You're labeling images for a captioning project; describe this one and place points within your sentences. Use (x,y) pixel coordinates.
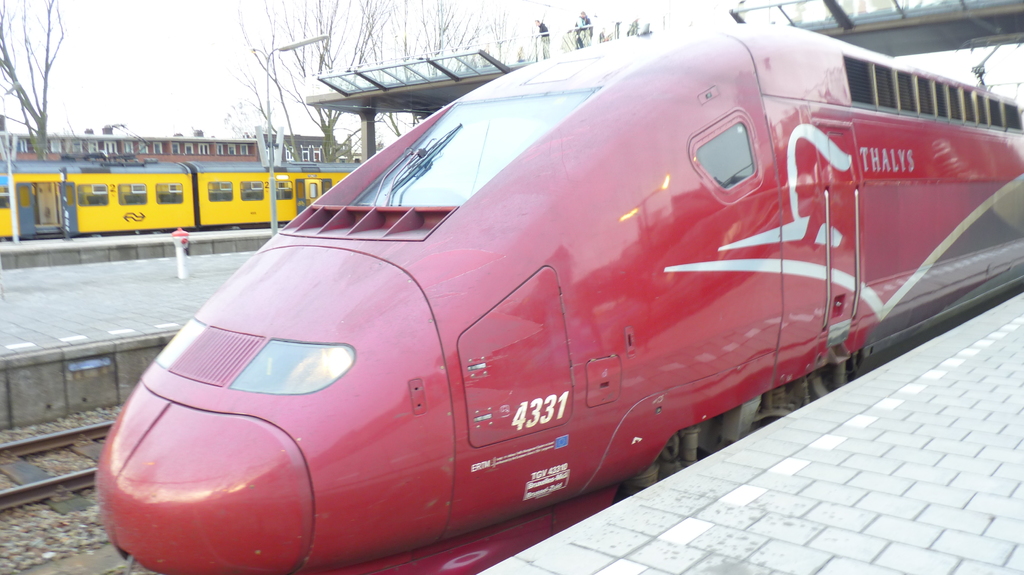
In this picture we can see a red train (569,330) and a yellow train (221,225) on different platforms (170,235) at a railway station (200,283).
